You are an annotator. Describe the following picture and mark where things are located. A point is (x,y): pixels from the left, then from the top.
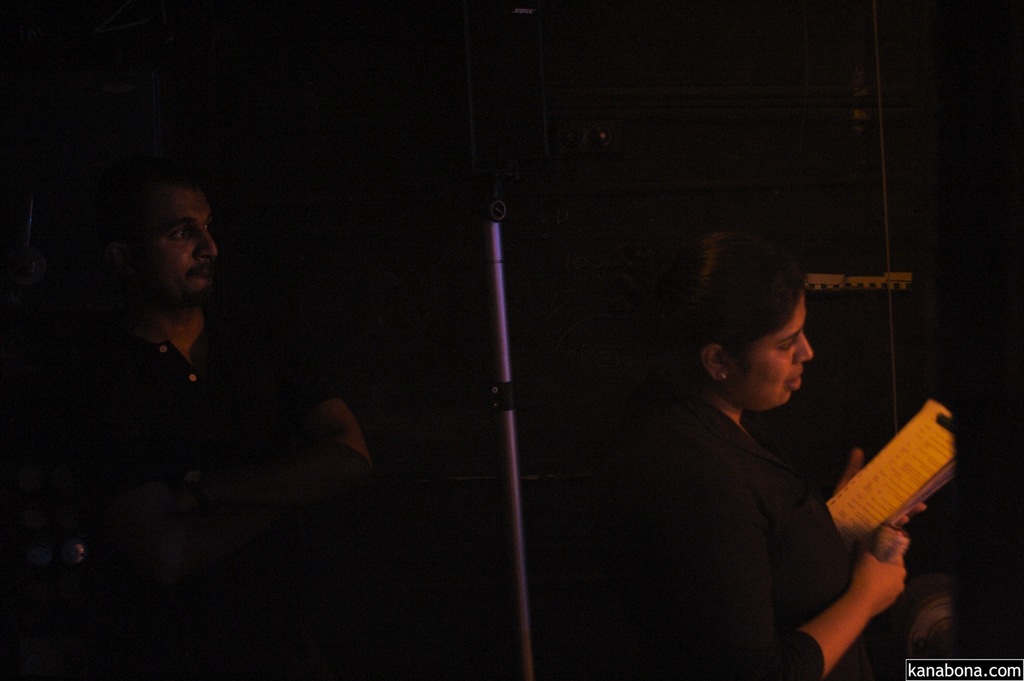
In this image there is a man (216,529) and a woman (691,477) holding a book (880,512) in her hand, in middle (496,253) there is a pole (530,660), in the bottom right (1001,669) there is text (1019,674).
